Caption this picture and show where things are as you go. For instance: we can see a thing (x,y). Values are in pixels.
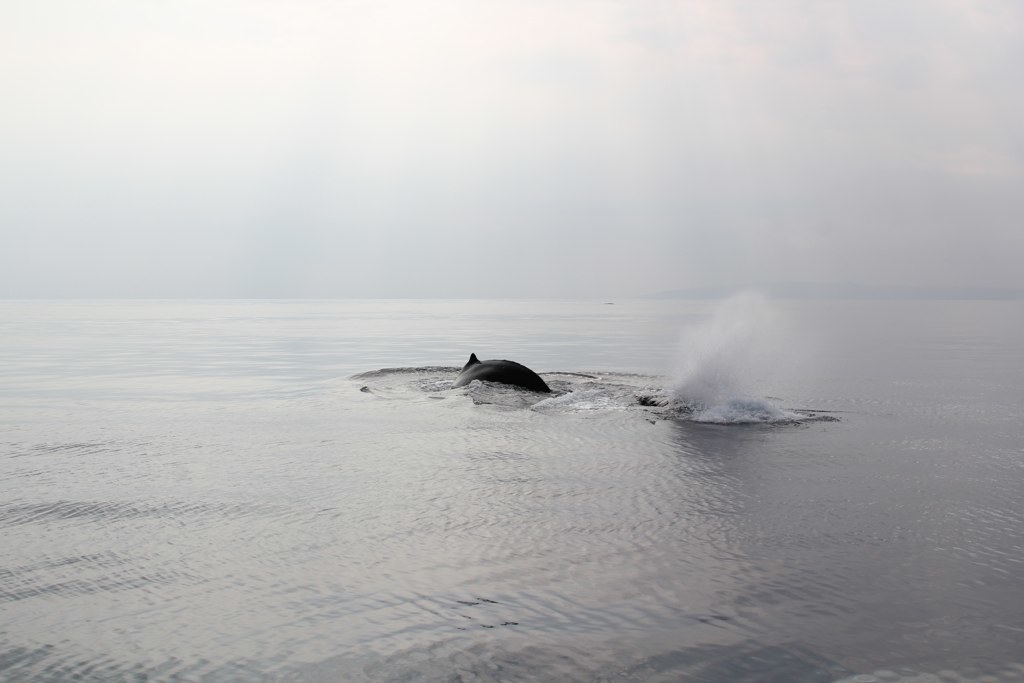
In this picture I can see there is a whale (479,375) swimming in the sea (618,471). The sky (646,290) is hazy.
